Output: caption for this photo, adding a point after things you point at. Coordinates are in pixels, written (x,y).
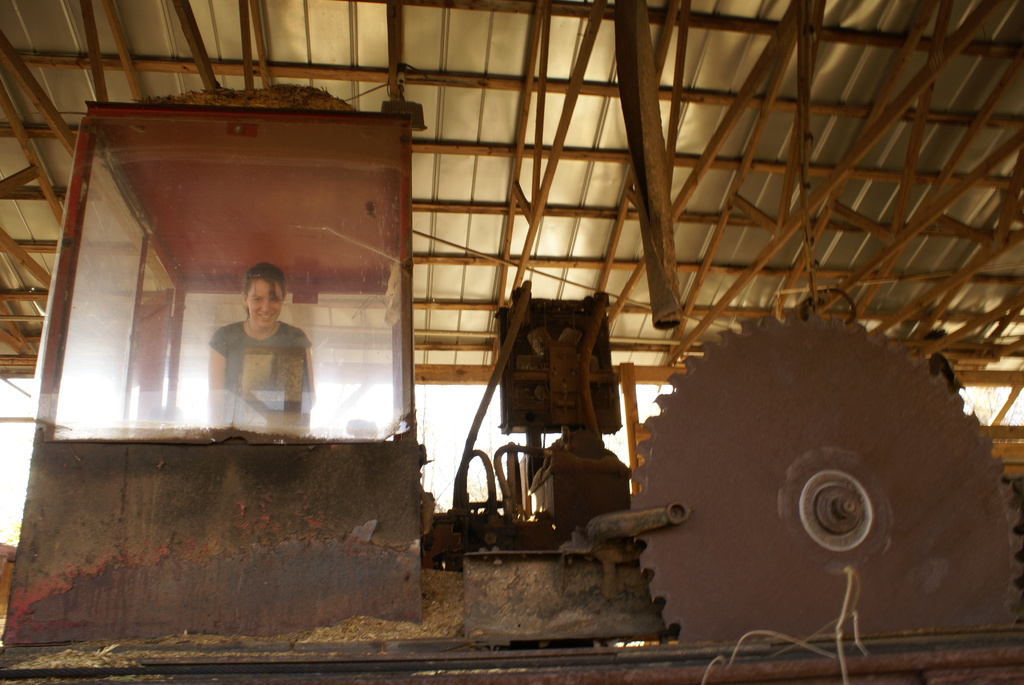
In this image we can see a lady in a glass cabin (95,385). To the right side of the image (905,515) there are machines (552,619). At the top of the image (336,87) there is shed (536,133) with rods (537,156).
